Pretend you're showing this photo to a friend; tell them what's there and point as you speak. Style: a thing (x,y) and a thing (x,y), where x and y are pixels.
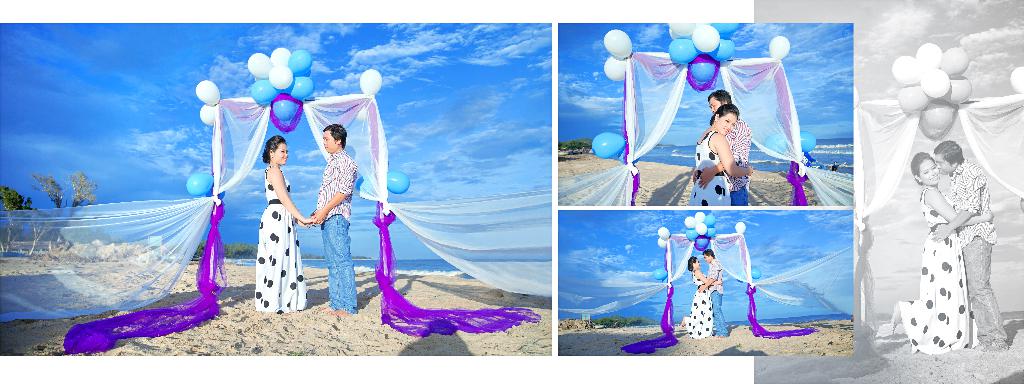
It is a collage picture. In the image two persons (941,210) are standing. Behind them there are some clothes (147,261) and balloons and water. Bottom of the image (670,323) there is sand (387,335). Bottom left side of the image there are some trees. Top of the image (160,114) there are some clouds (312,176) and sky (158,172).
